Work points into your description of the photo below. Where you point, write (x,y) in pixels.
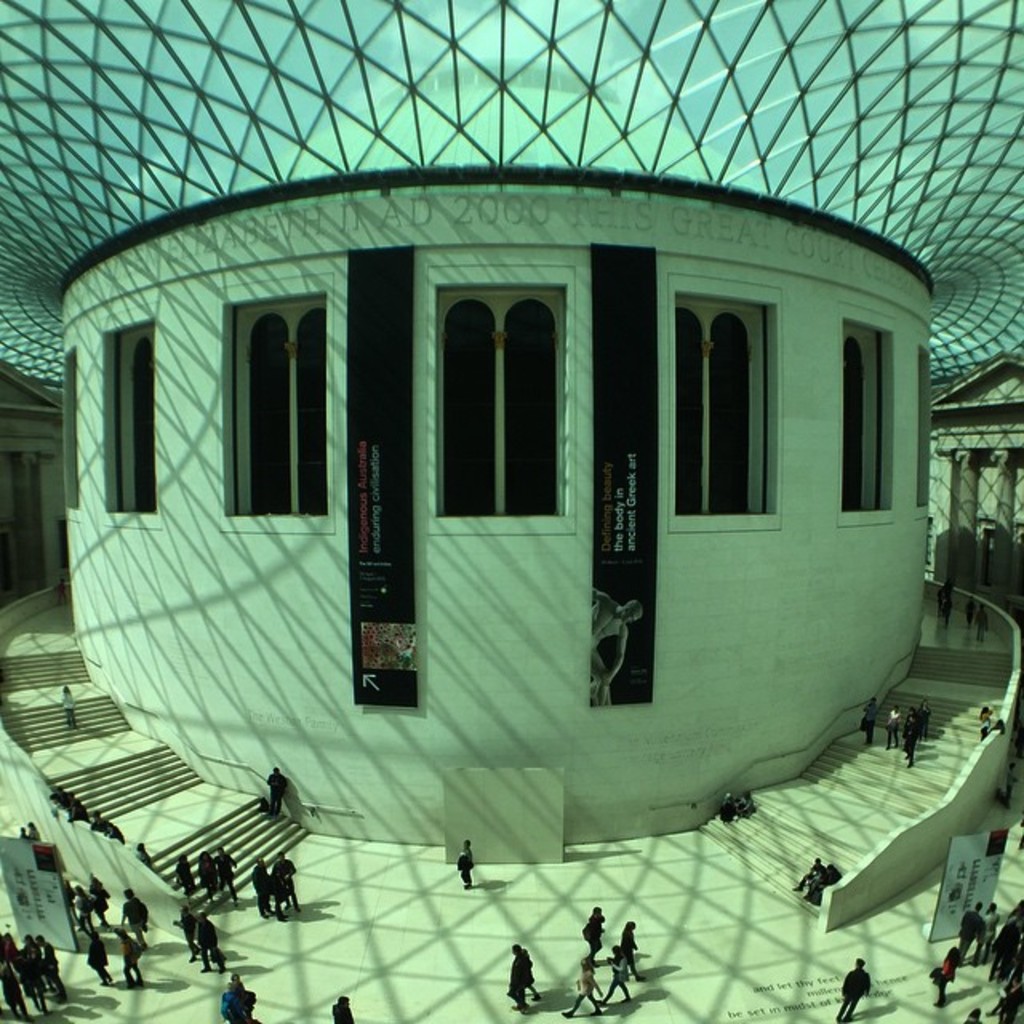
In this picture we can see a building (581,796). There are a few boards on the path (680,987). We can see black color posters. There is a text (803,1004) on the floor (754,1000).
